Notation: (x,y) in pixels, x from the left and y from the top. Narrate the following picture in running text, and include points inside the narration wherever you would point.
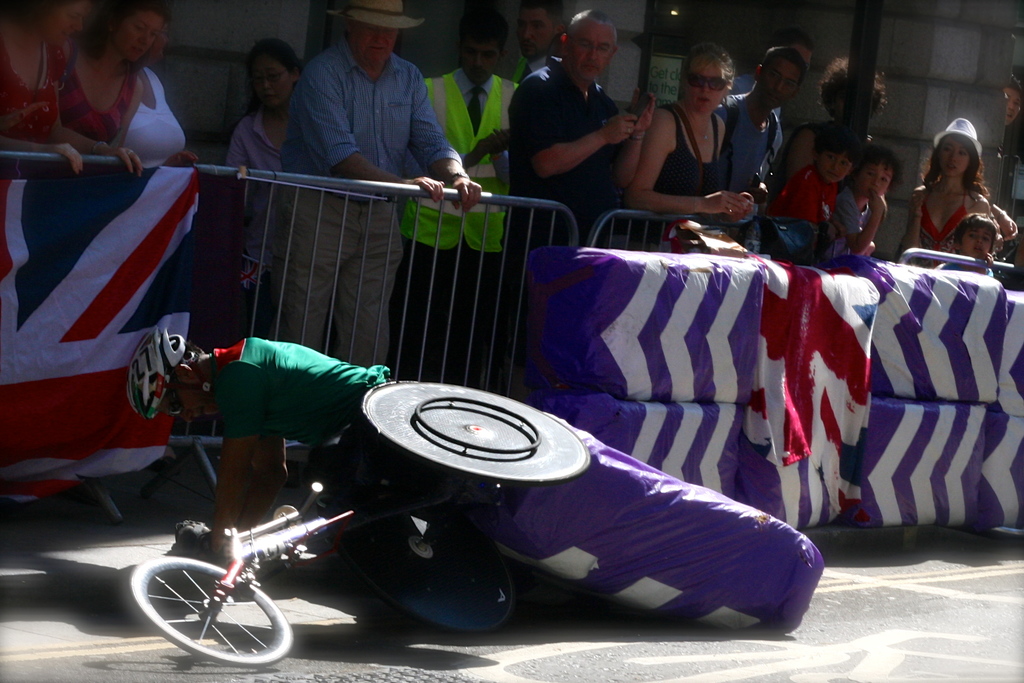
In this image I can see a vehicle (403,547) and a person (274,391) wearing green t shirt (251,386) and white helmet (170,336) on the ground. In the background (616,308) I can see the railing (400,314), few objects (552,288) which are violet and white in color and few persons (877,171) standing on the other side of the railing (409,264). I can see few flags (65,238) and the wall (927,116).
